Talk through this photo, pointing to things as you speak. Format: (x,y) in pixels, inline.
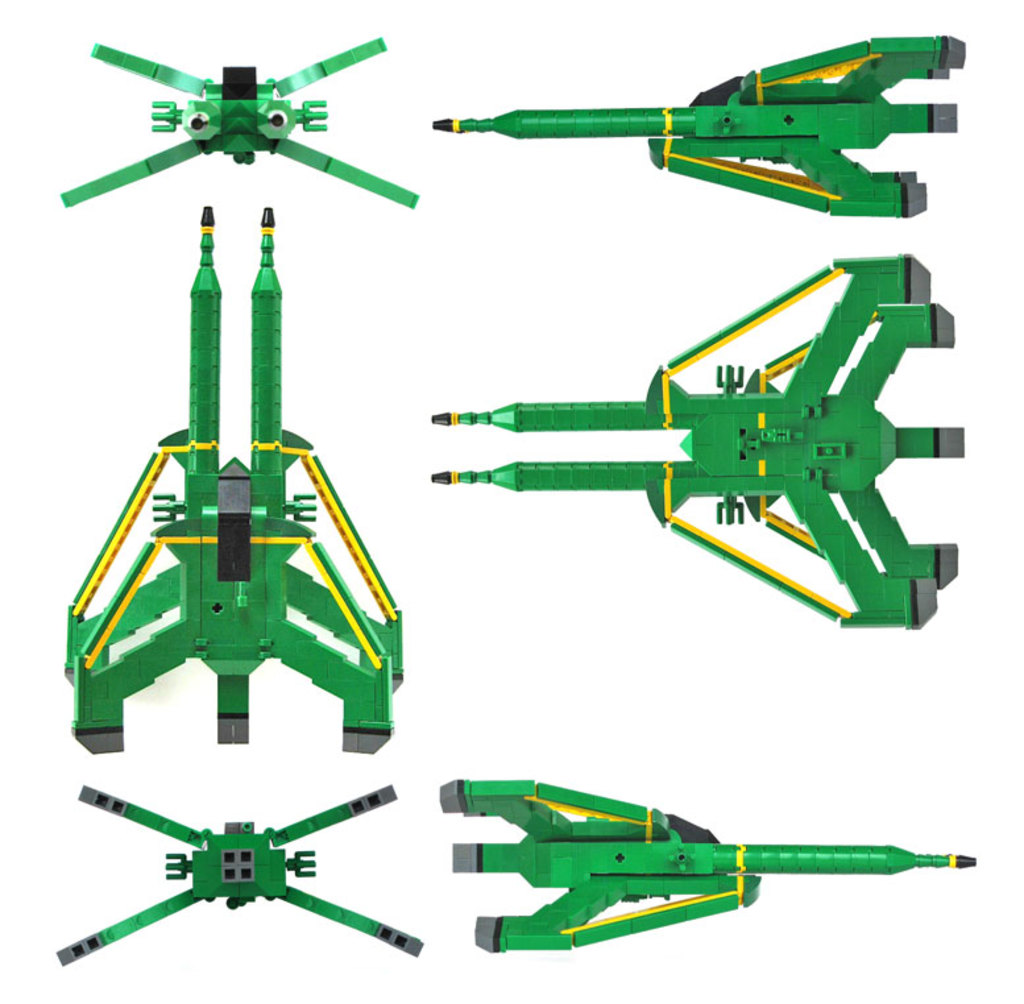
In this image I can see the images of missiles (229,526), rockets (763,428) and some other objects (253,95). These are in green color. The background (166,392) is white color.
